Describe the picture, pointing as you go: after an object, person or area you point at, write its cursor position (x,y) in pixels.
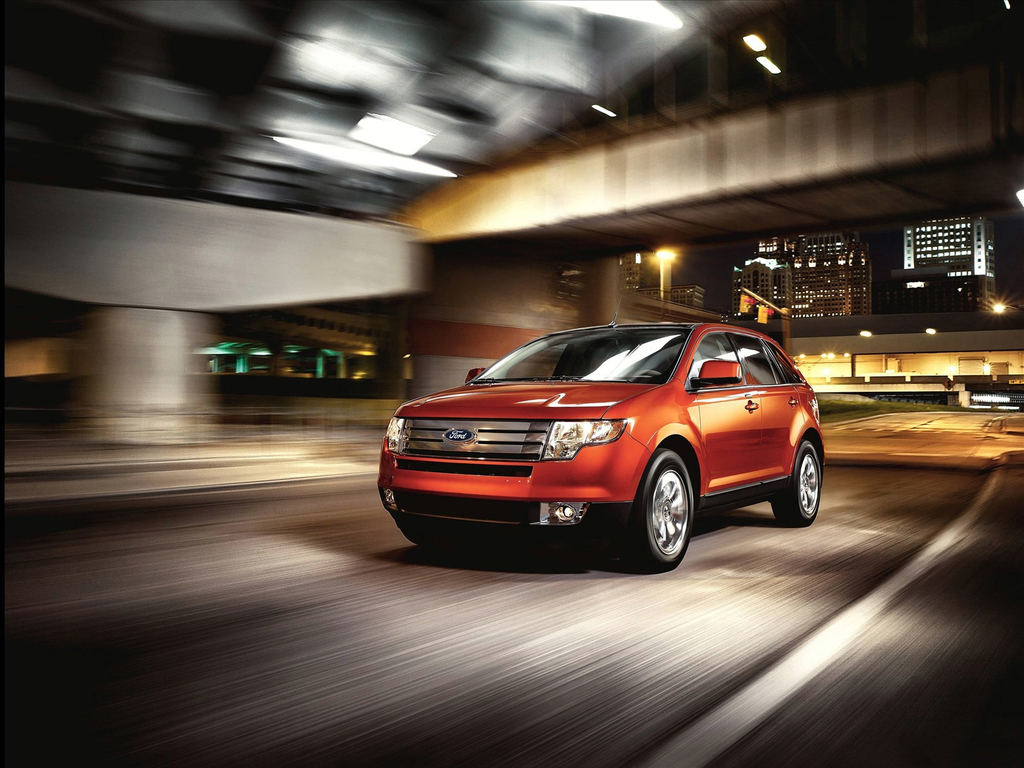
In this image there is a car (555,533) moving on a road (680,718), in the background (927,230) there are buildings (762,253), at the top (272,190) it is blurred.
